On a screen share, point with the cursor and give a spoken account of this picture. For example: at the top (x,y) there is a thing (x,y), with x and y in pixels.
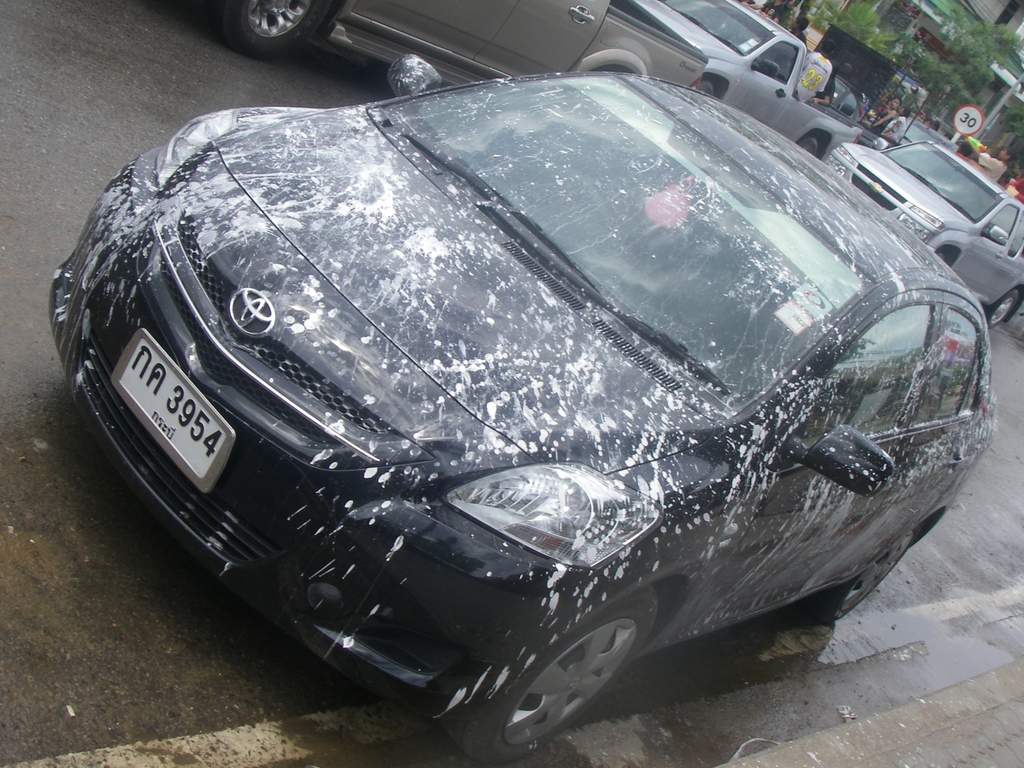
In this picture I can see a car (652,515) and few mini trucks (873,161) and I can see a building (931,3), trees (971,79) and few people (999,171) standing and I can see a sign board (963,120) and paint (361,264) on the car (533,530).
